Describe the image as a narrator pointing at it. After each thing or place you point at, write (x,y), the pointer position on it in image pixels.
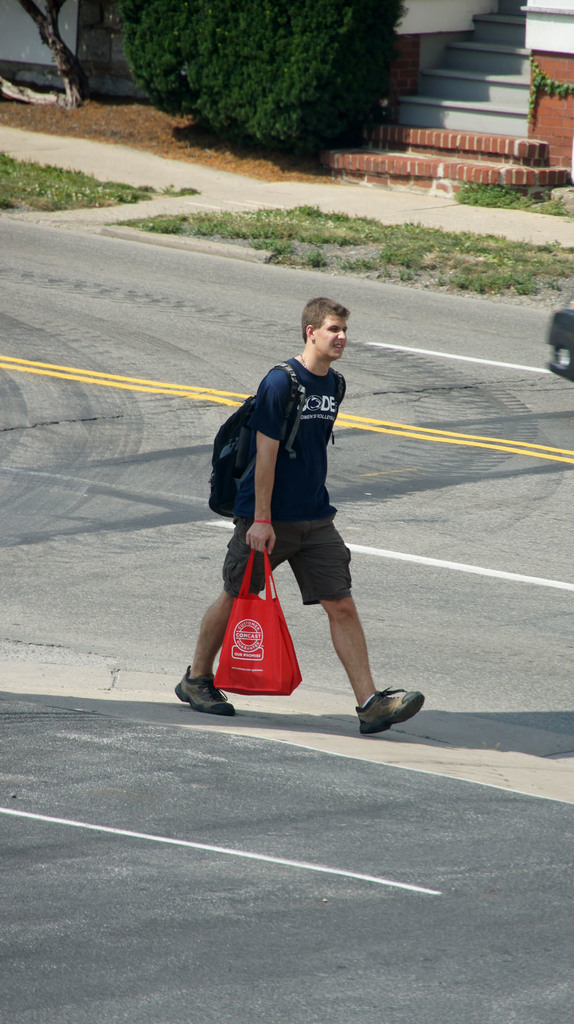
There is one man (273,524) walking on the road (347,732) and holding a cover (247,632) as we can see in the middle of this image (288,636). There is a grass (398,231), stairs (400,172) and trees (184,75) are present at the top of this image (208,93).
